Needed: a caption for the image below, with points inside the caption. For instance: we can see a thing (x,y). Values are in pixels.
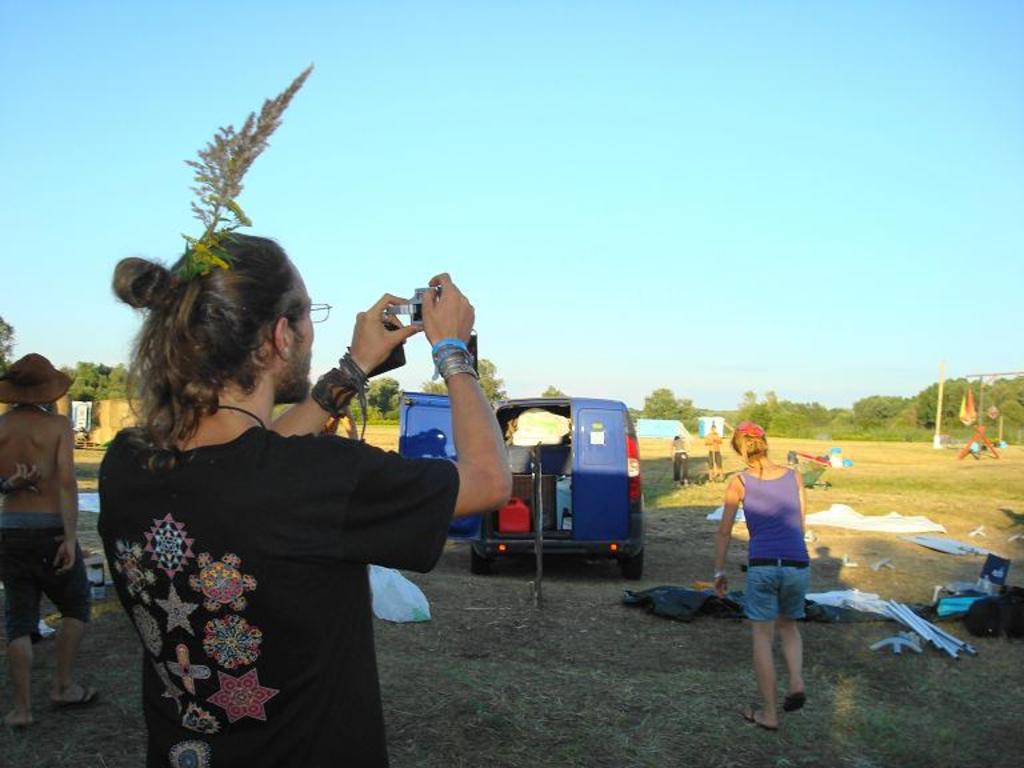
In this image we can see a person (407,558) standing and holding a camera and we can see some people (761,562) and there is a vehicle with some objects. We can see some objects (939,629) on the ground (964,657) and we can see some trees (495,392) in the background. At the top (149,69) we can see the sky (392,152).
